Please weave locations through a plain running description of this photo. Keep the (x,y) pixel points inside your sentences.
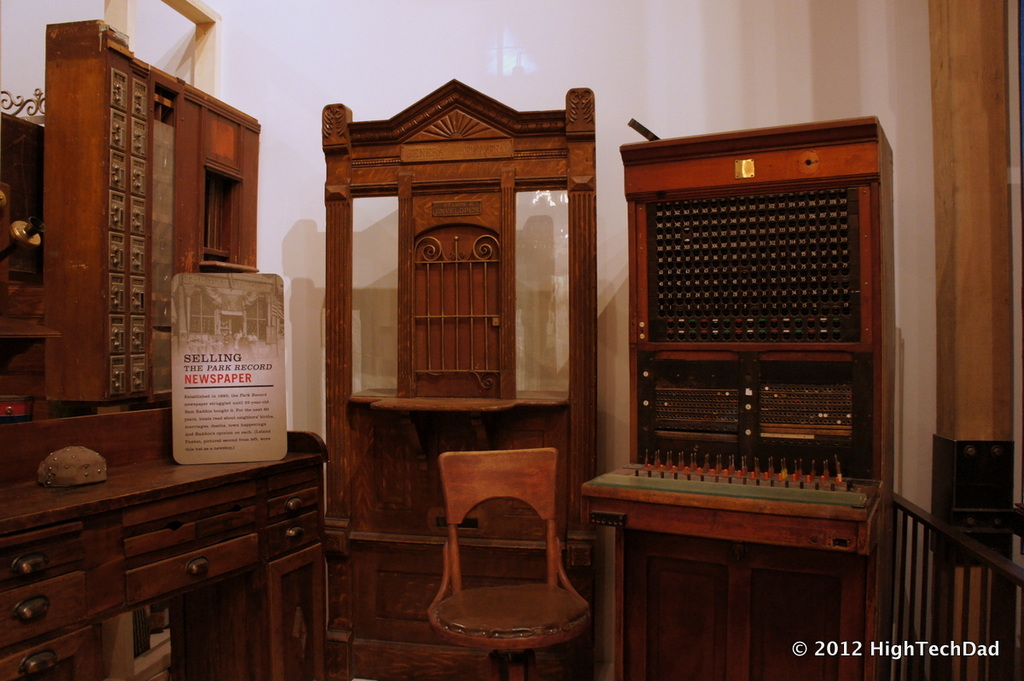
Here in the center (486,453) we can see a chair (549,464) and at the back side (579,370) we can see some kind of furniture items (750,608).
